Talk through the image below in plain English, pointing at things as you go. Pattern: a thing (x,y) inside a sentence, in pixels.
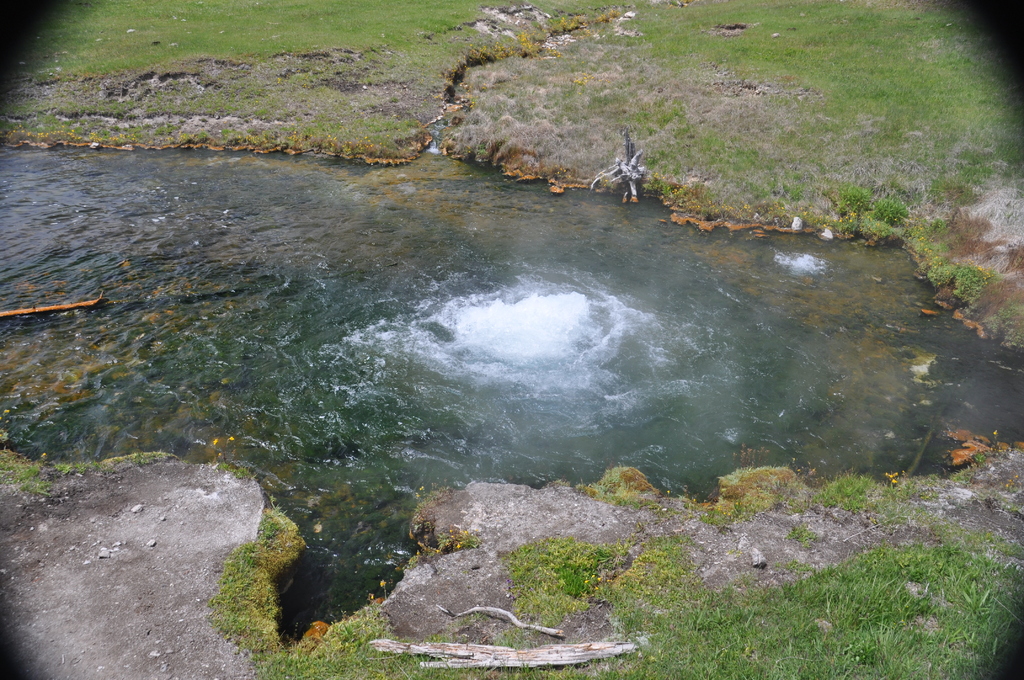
In this image in the center (498,270) there is a river (643,246), and at the top (309,63) and bottom of the image (253,565) there is grass (913,558), sand (726,550) and some wooden sticks (456,655).
